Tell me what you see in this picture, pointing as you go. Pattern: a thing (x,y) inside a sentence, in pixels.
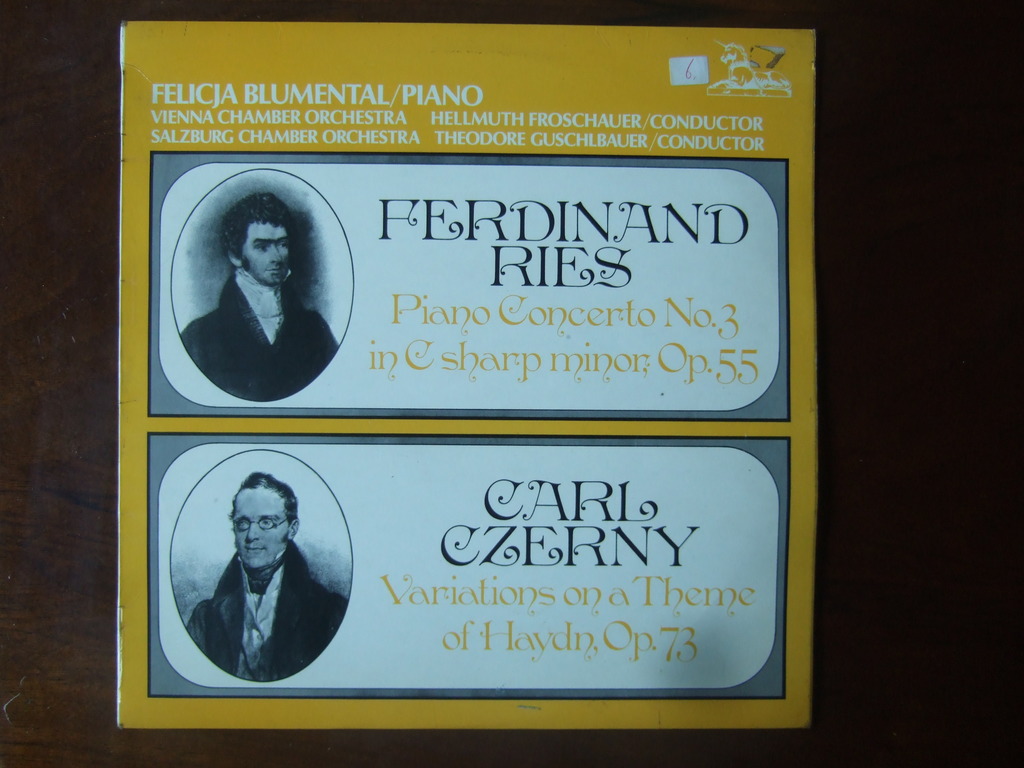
In this picture we can see a poster (355,423). There are two people (207,357) on this poster (354,354). We can see a horse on this poster (730,483).
